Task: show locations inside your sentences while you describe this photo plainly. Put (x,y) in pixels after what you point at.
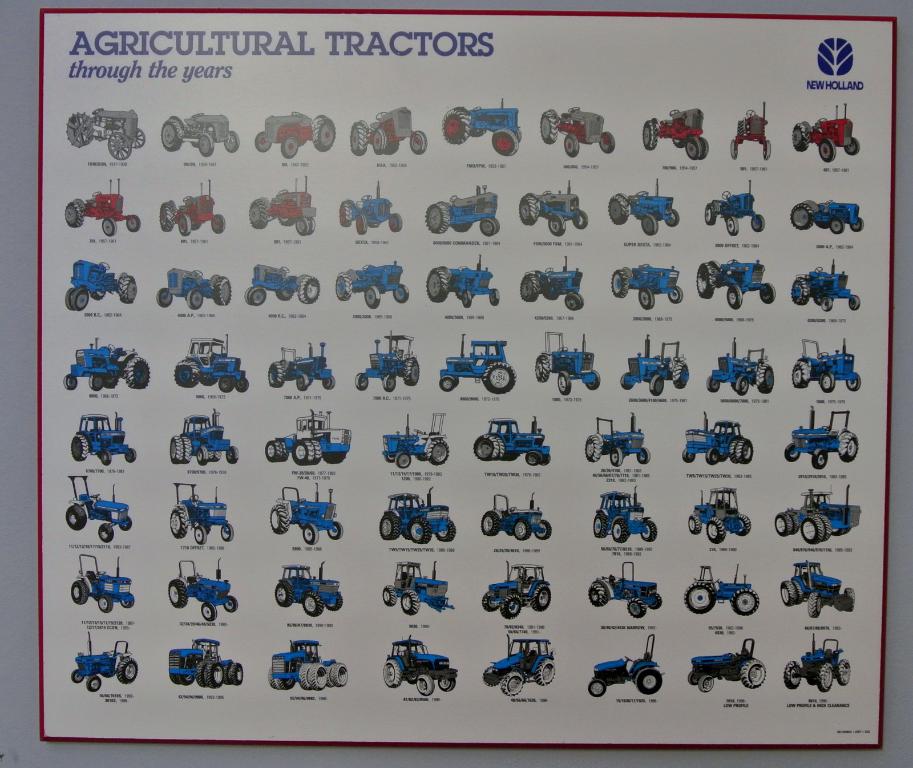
In this image I can see there is a wall (14,325). To that wall (14,309) there is a board (383,139) attached. On that board (624,146) there is a text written as agricultural tractor. And there are pictures (828,651) in it.
